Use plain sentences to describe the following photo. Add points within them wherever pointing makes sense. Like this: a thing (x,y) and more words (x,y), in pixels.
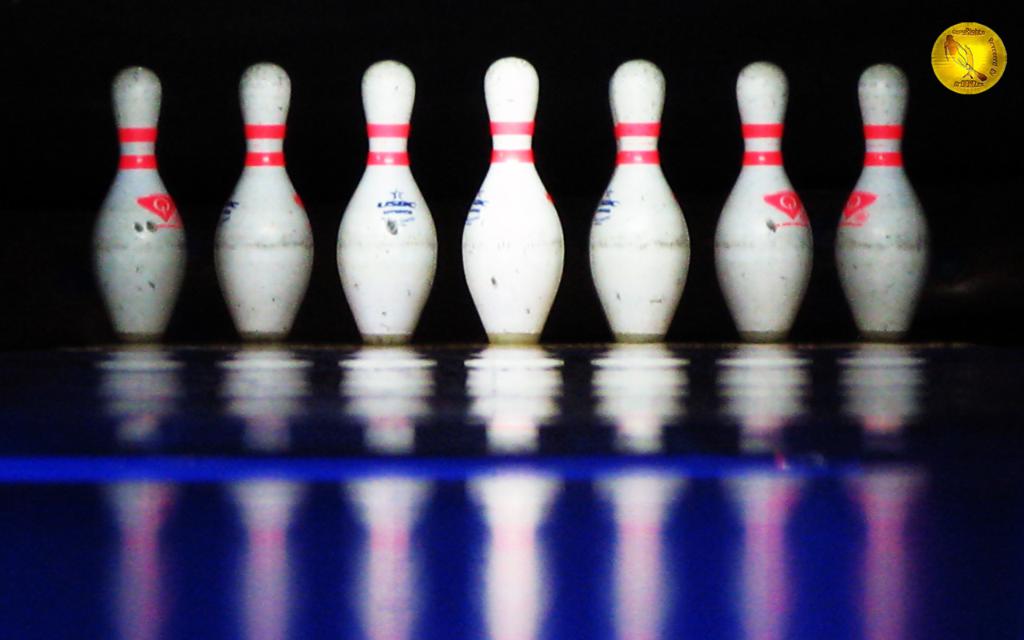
Here we can see bowling pins (678,291) on the floor (511,424). On this floor (287,532) we can see the reflection (873,637) of bowling pins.
